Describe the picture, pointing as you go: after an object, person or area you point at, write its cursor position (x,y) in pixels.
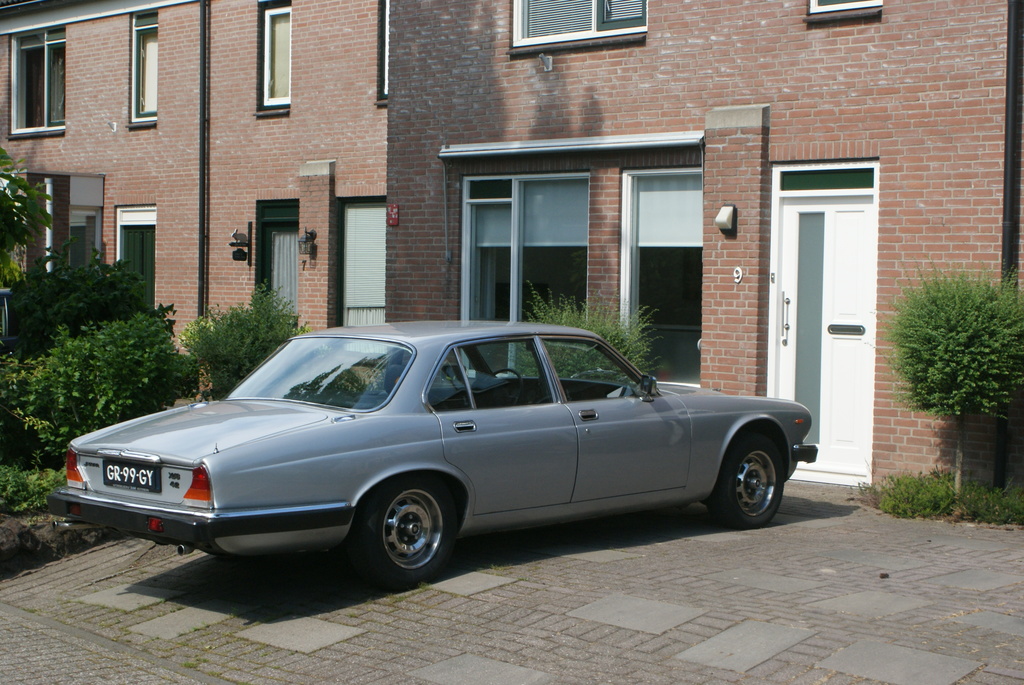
In this image, I can see a building (432,204) with windows (349,289) and a door (830,300). In front (378,341) a building (467,317), there are plants (190,380) and a car (541,461), which is parked.
